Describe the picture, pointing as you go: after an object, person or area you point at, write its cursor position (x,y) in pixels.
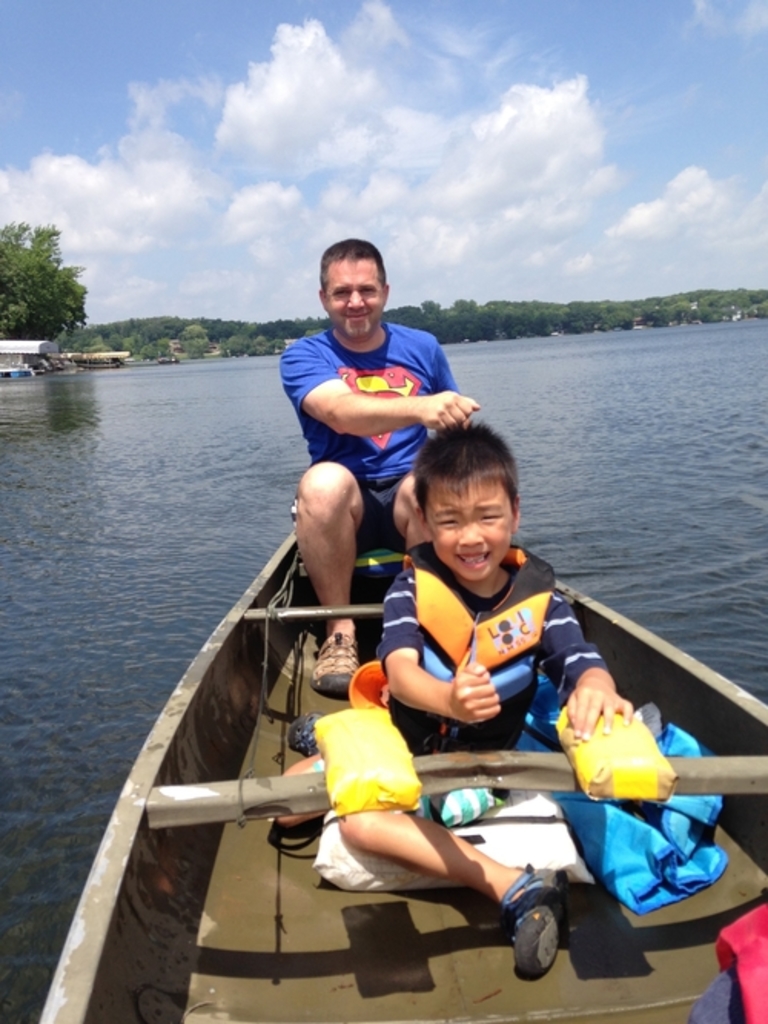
In the image we can see a man (371,410) and a child (436,558) wearing clothes (425,596), shoes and the child (487,556) is wearing a life jacket (490,728), they are sitting in the boat (211,754). Here we can see water (713,475), trees (467,316) and the cloudy sky (440,176).
